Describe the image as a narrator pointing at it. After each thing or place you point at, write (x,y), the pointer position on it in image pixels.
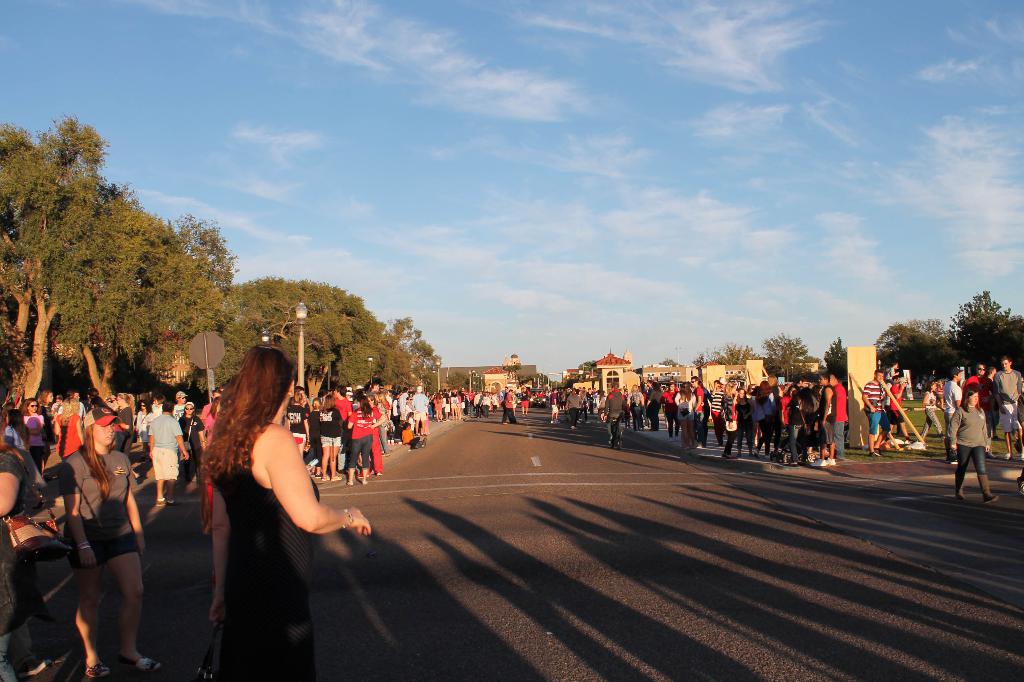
In this picture we can observe a road (445,492). There are some people (639,415) standing on either sides of the road (644,440) and some of them were standing on the road (937,536). In the background (163,310) there are trees (957,363) and houses (456,369). We can observe a sky (518,201) with clouds (744,226).
